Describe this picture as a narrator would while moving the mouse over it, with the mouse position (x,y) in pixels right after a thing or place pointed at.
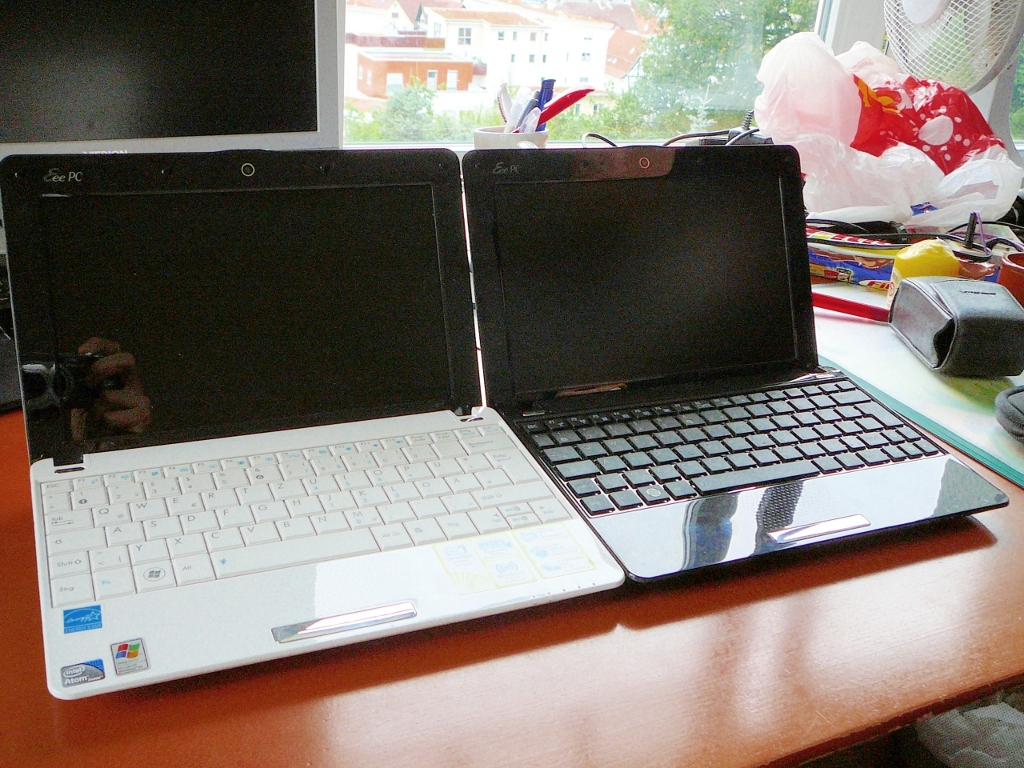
In this image we can see laptops (624,403), camera (930,342), cover (896,193), fan (926,59), books (852,244), pens (512,117) and monitor (226,102) placed on the table (786,613). In the background (670,59) there is a window (687,66), buildings (623,63) and trees (676,73).
